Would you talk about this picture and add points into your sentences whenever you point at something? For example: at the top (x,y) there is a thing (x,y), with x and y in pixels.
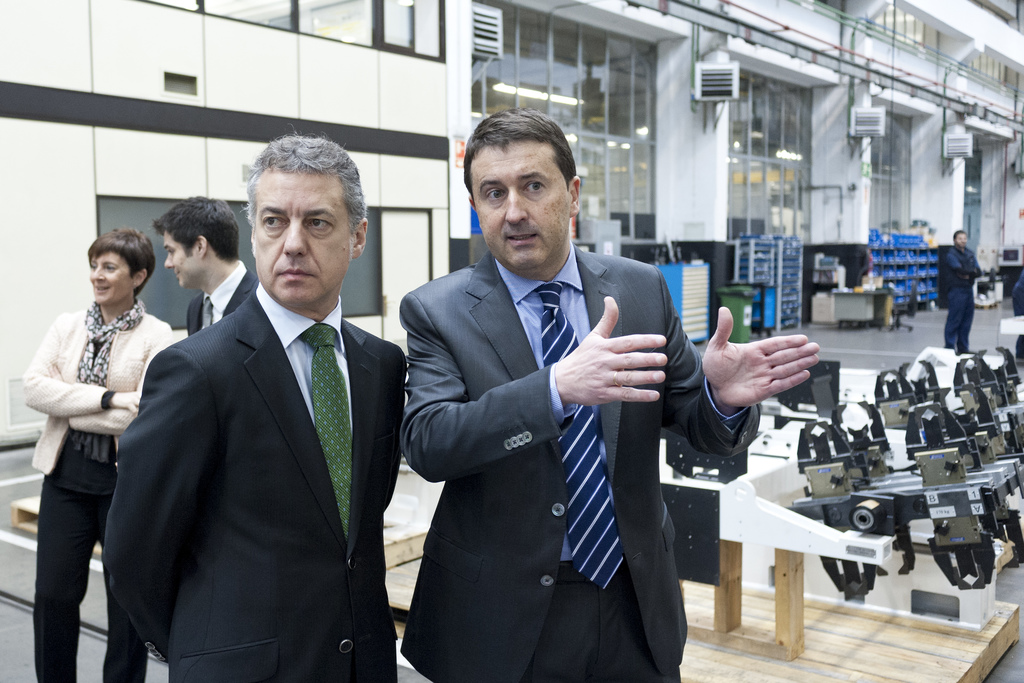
In the center of the image (444,324) there are people (365,487) standing. In the background of the image (580,46) there is a building (320,79) with walls (720,155), glasses (572,51). To the right side of the image (859,383) there are some objects (807,457).
